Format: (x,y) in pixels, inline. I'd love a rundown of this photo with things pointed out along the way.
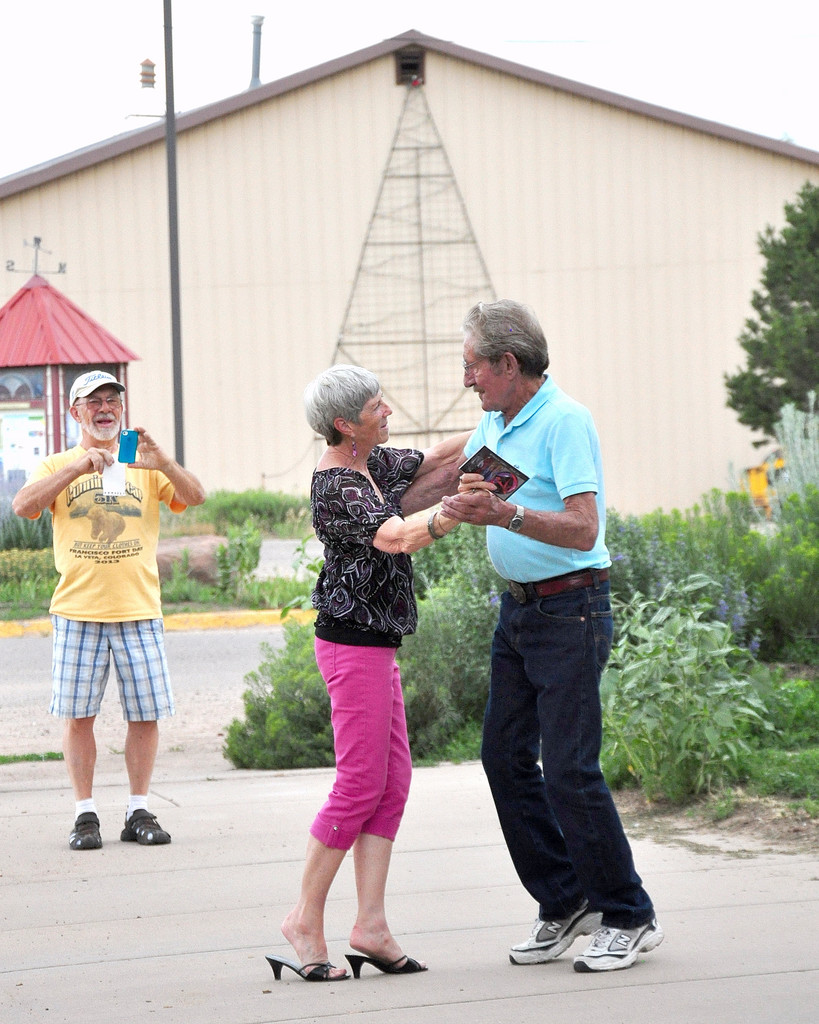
In this image there are three people (99,590) in which one of them holds a mobile phone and capturing a photo, there is a house (259,431), poles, plants (438,639), trees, a booth (27,471) and the sky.
